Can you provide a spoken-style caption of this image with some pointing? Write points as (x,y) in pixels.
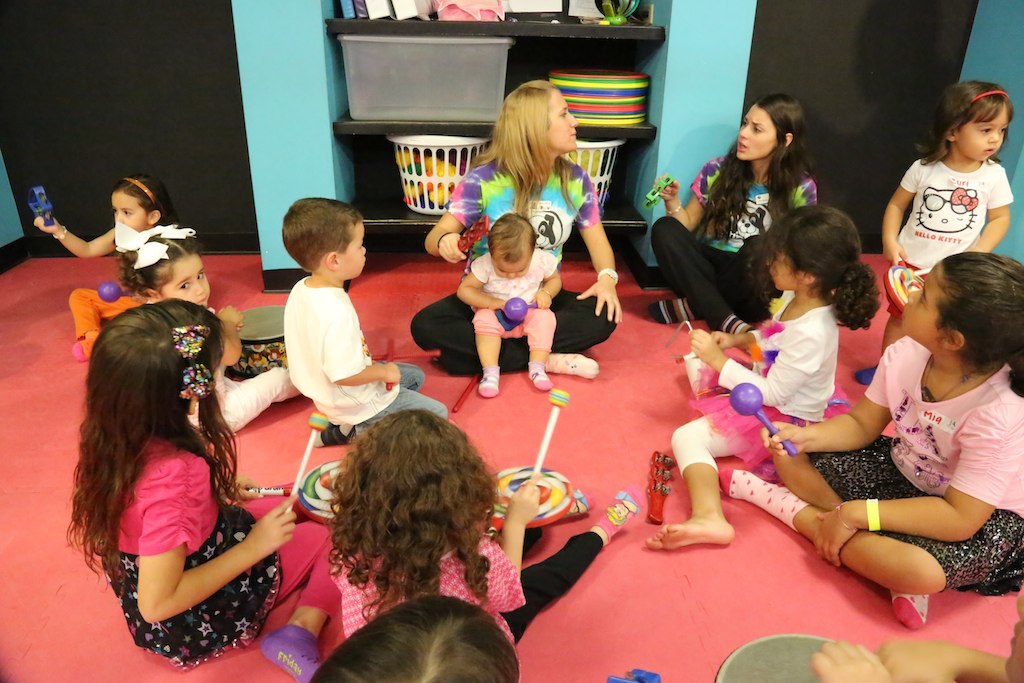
In the picture we can see inside view of the house (873,199) with a red carpet (216,267) and some children (900,505) are sitting and playing and we can also see two women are sitting and behind them we can see a rack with something kept in it.
